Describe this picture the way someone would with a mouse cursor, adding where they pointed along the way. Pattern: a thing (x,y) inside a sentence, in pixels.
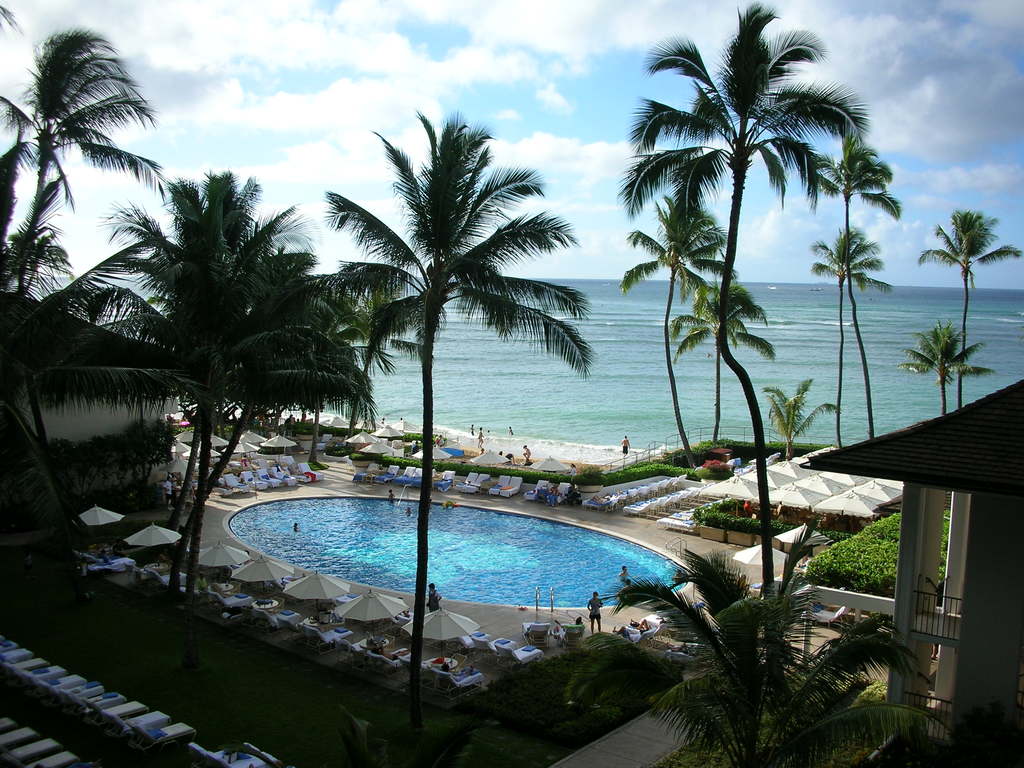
In this picture I can observe a swimming pool (367,523). There are some people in the swimming pool (358,509). I can observe some chairs (273,474) and trees (224,470) in this picture. In the background (564,383) there is an ocean (556,357) and a sky (518,140). There are some clouds (424,73) in the sky (538,110).
